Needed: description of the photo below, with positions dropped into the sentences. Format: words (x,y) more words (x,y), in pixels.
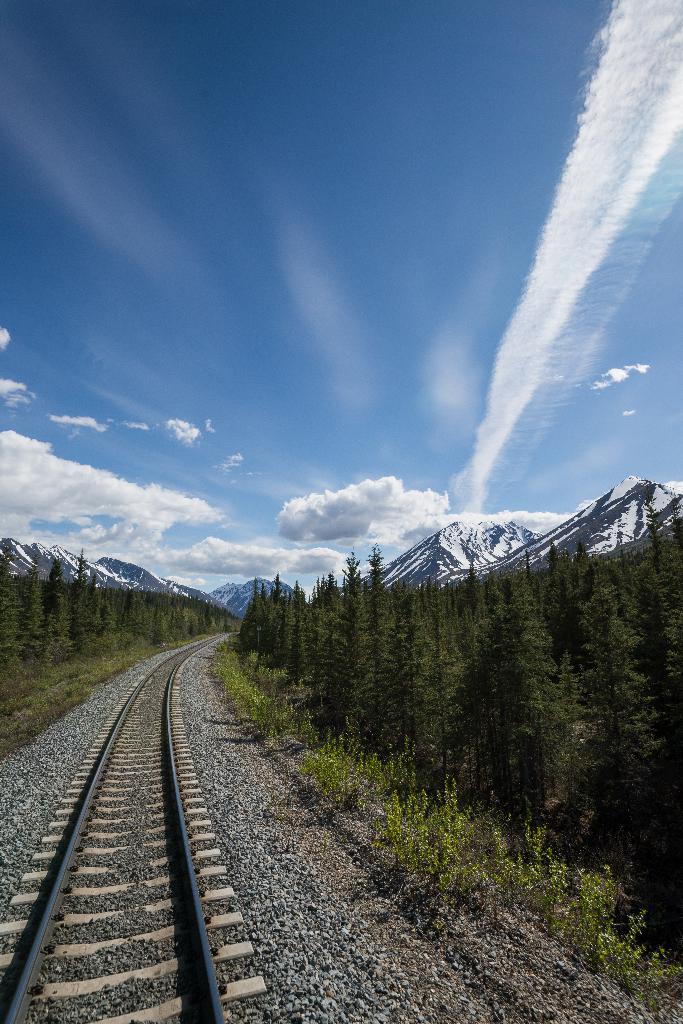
At the bottom of the image (152,925) there is a train track (133,798) and also there are small stones (102,844). And in the image there are trees (179,611). Behind the trees (36,633) there are mountains (465,545) covered with snow (465,545). At the top of the image (273,222) there is sky (256,282) with clouds (188,423).
